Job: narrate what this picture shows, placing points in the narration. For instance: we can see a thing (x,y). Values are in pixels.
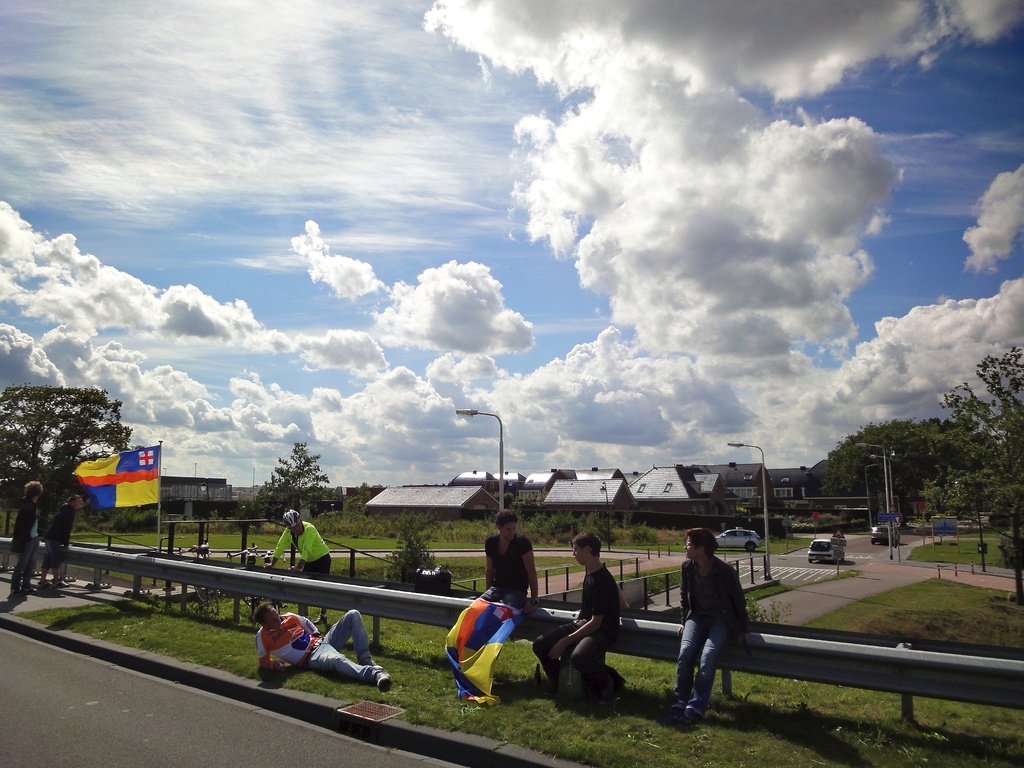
In the front of the image (322,633) I can see people (603,600), flags (130,501), bicycles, railing (346,591), road (46,695) and grass (395,687). Among them three people (711,594) are sitting and three people (62,512) are standing. In the background of the image (467,502) I can see rods (645,580), light poles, signboards (887,519), houses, plants (327,519), trees (976,463), vehicles (729,536), cloudy sky (702,430) and objects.
